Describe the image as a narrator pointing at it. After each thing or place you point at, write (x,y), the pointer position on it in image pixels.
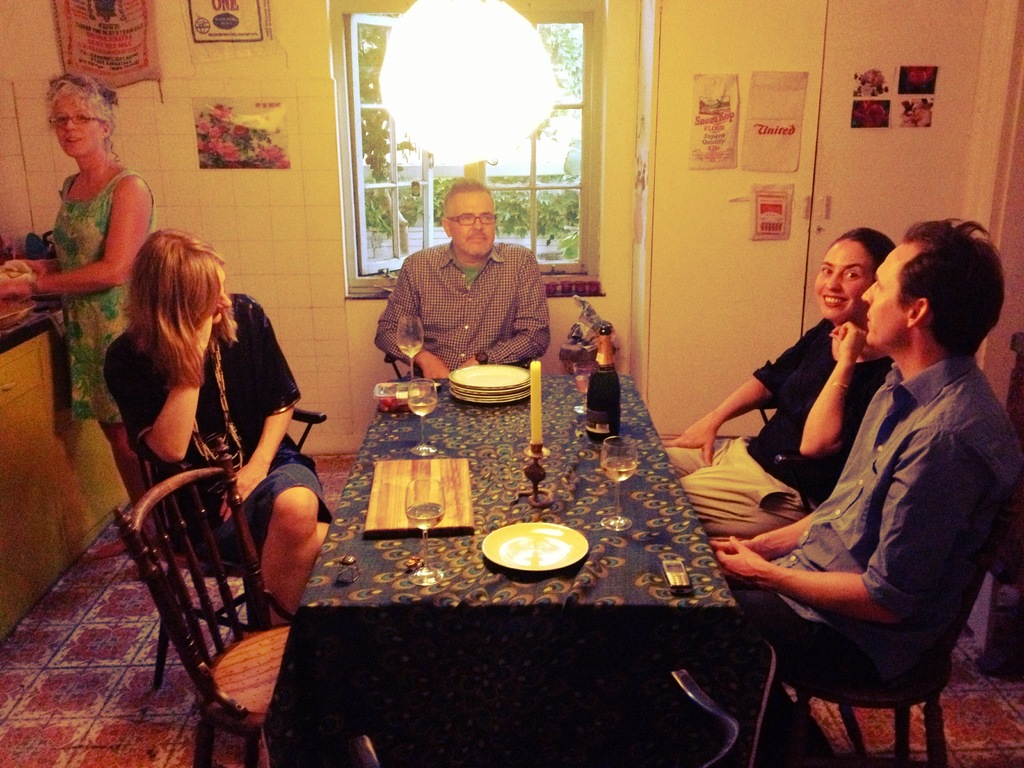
In this image I can see people (514,335) sitting in front of the table (523,425) and one person (114,301) is standing. On the table (492,417) there are plates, bottles (599,392) and the glasses (626,465). In the back ground (241,126) there is a window (423,156) and some frames (202,104) attached to the wall (185,36).
